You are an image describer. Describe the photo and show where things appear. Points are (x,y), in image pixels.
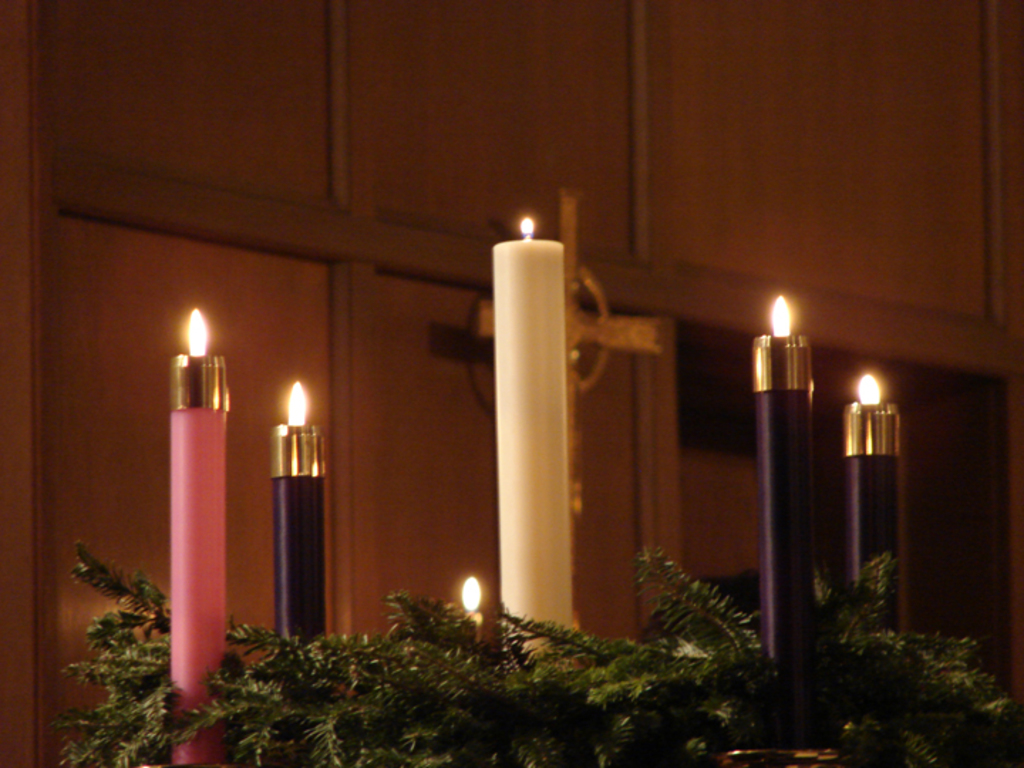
This picture is taken inside the room (5,670). In this image, in the middle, we can see some plants (670,690) with green leaves (701,643) and a few candles (864,506). In the background (608,332), we can see a cross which is attached to a wall (455,110).
